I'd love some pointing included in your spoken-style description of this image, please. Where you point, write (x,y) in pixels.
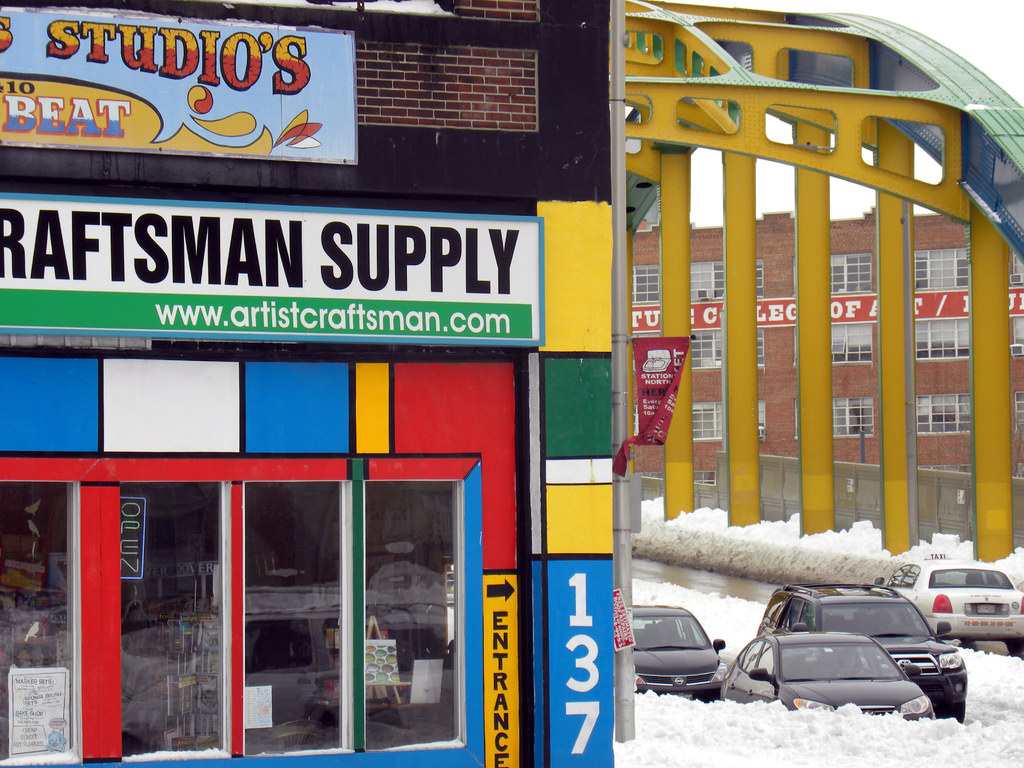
In this picture I can see 2 buildings (546,287) and on it I can see number of boards (24,21) on which there is something written. On the bottom right of this picture (993,720) I can see 4 cars (940,591) and I can see the snow (703,543) on the path (686,740). I can also see few yellow color poles (798,274).
